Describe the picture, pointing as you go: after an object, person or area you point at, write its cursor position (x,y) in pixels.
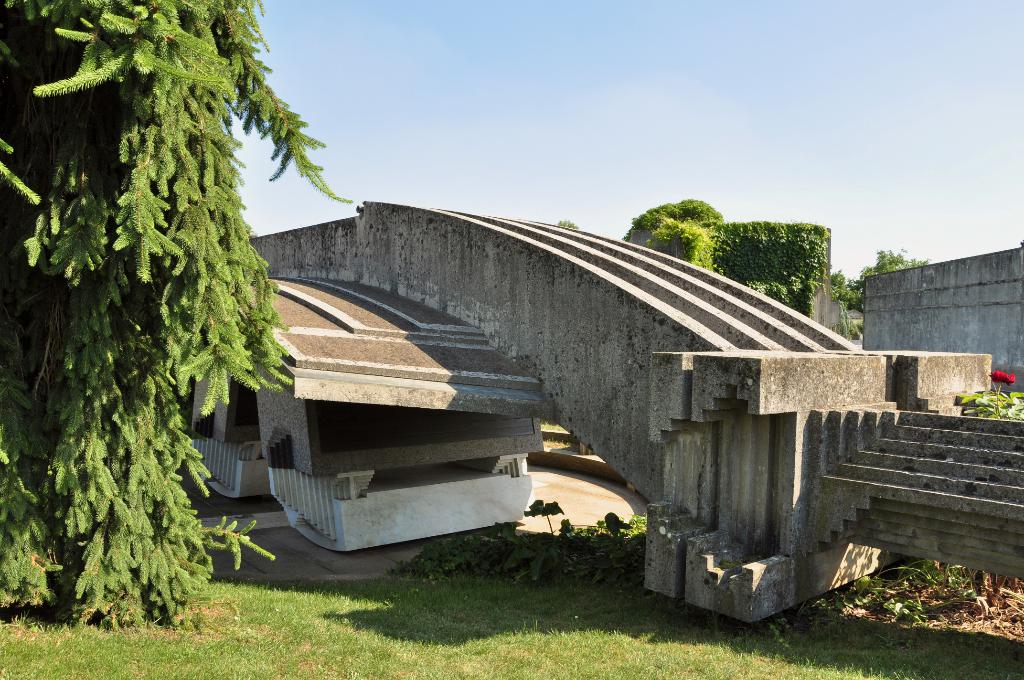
In this picture, we can see concrete bridge (565,377), grass (242,593), plants (792,271), ground (592,496), wall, and the sky (581,99).
